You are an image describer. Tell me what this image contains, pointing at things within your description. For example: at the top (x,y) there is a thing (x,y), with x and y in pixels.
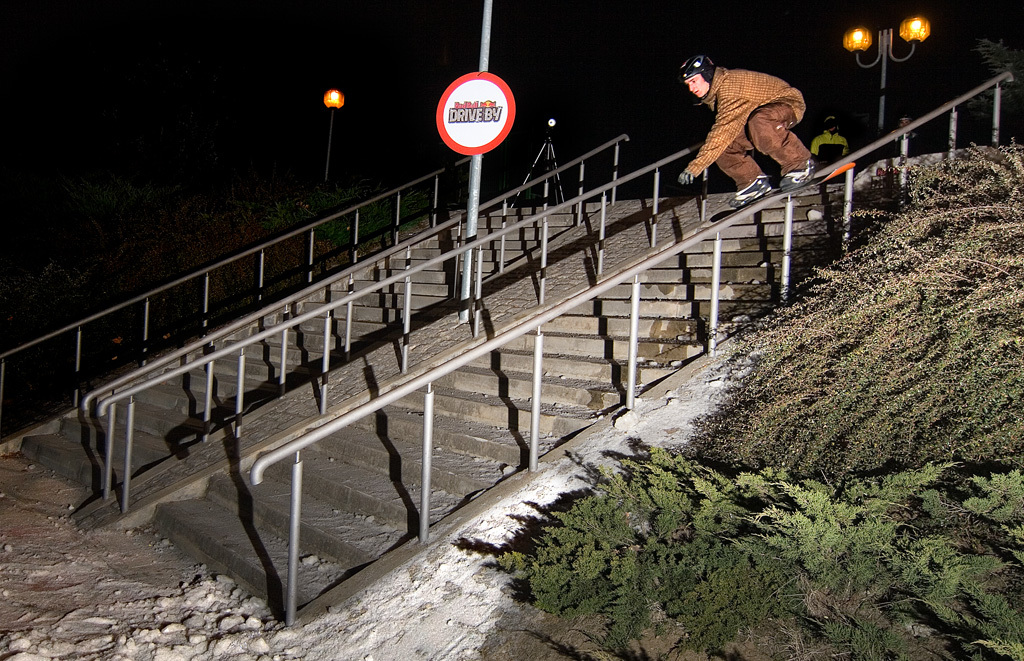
The picture is taken at night time. On the right (883,340), there are trees (895,521) and plants (933,556). In the center of the picture (406,281) there are railings (557,307), pole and a person (739,179) skating. On the left (163,609) there are stones (144,597) and stand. In the background (881,119) there are lights (859,59) and people (831,123). The background (863,118) is dark.
